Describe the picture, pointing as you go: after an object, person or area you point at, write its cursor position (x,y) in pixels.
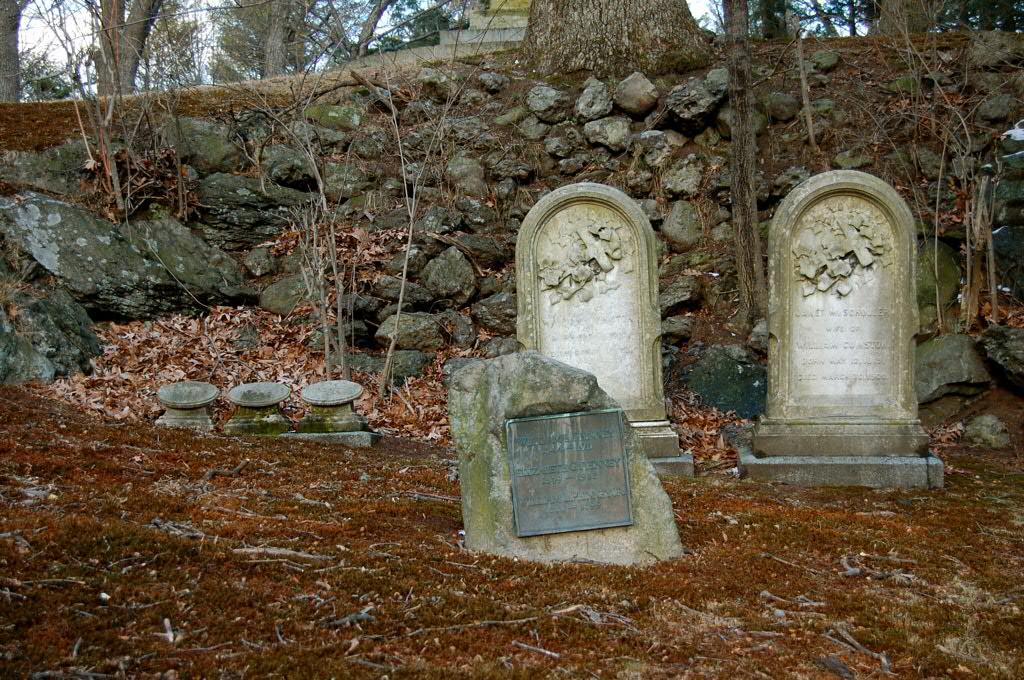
In the center of the image (635,288) we can see graves (779,332). In the background of the image (475,247) we can see stones (457,124), trees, stairs (512,45), sky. At the bottom of the image (328,611) we can see dry leaves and ground (721,551).
